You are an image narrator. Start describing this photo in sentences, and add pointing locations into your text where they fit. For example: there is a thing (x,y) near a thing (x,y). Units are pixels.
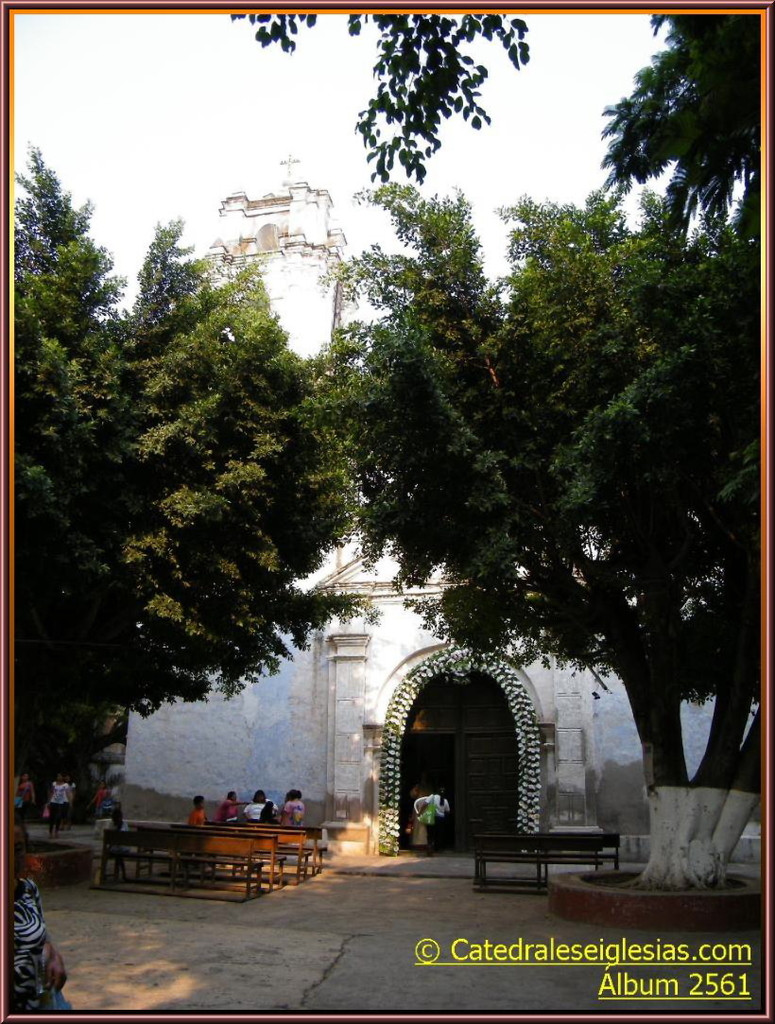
In this image I can see a text (652,953), trees (460,494), building (344,576), group of people (279,809) on the floor (319,888) and benches (265,844). At the top (290,71) I can see the sky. This image looks like a photo frame.
